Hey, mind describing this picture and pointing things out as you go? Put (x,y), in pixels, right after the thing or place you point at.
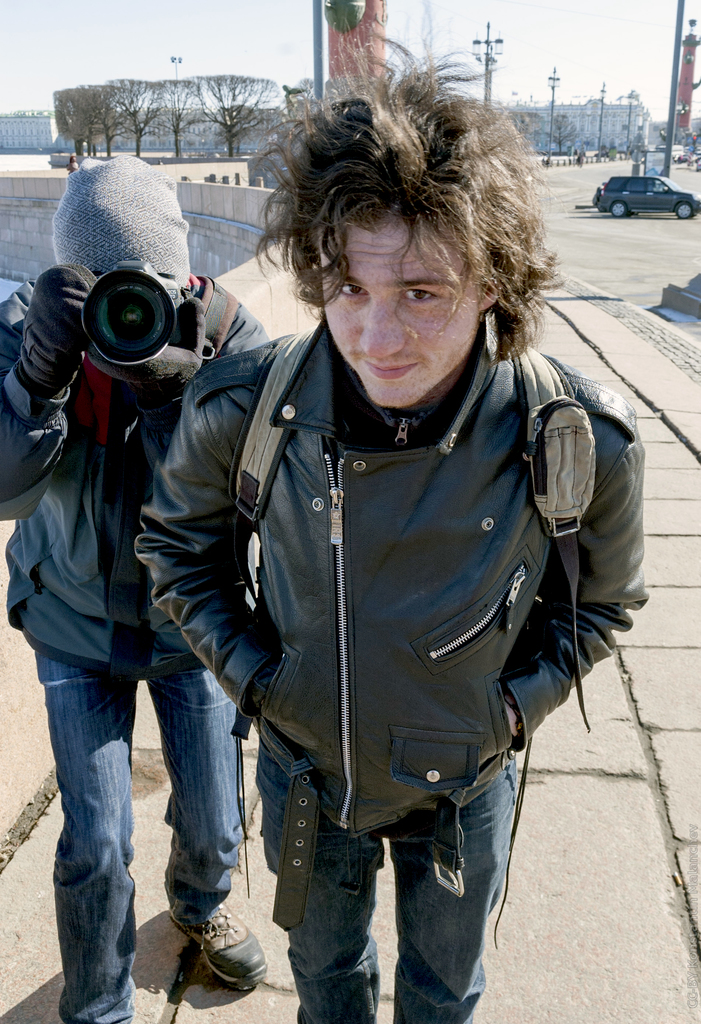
This image is taken in outdoors. In this image there are two men (293,160) standing on a sidewalk (545,767). At the background (573,228) there is a road (591,198) with few vehicles (615,184), street lights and pole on it and there are few buildings (35,124) with windows (598,118) and doors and there are many trees (200,98). At the top of the image (125,31) there is a sky (532,56) with clouds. In the left side of the image (114,1023) a man (114,1023) is standing wearing a glove (156,358) and holding a camera (135,336) in his hand (121,365).
